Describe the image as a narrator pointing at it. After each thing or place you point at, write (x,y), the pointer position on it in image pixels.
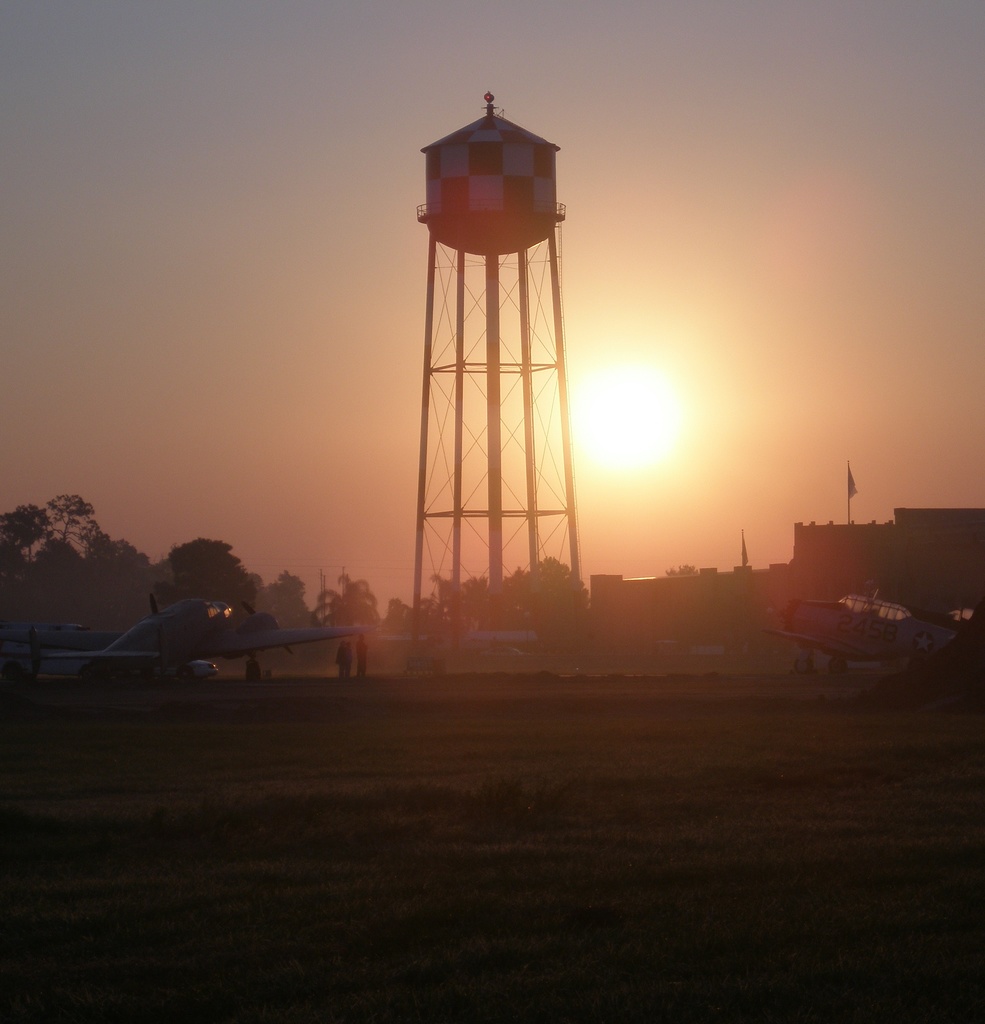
In this picture I can observe water tank (487,190) in the middle of the picture (457,541). On the left side (183,614) I can observe an airplane (209,628). In the background (191,588) there are trees (207,584) and sky (227,359). I can observe sun (649,400) in the sky (675,261).
